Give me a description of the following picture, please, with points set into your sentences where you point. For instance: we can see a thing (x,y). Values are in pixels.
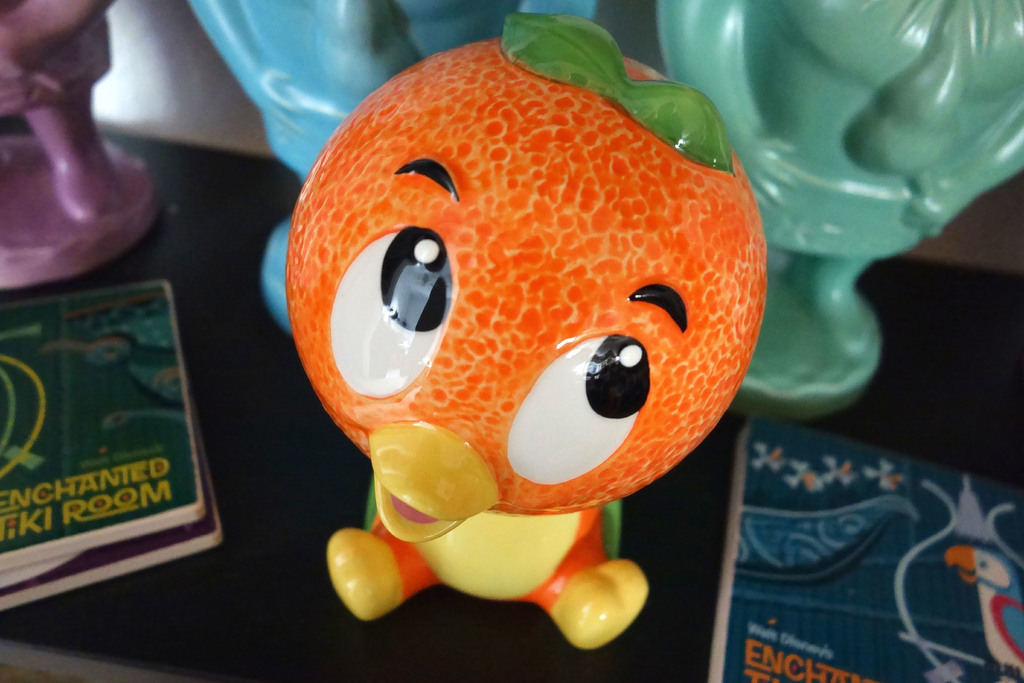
In this image, we can see toys (497,430) and objects (938,638) are placed on the surface (276,580). Background (195,57) there is a white wall (184,73).
